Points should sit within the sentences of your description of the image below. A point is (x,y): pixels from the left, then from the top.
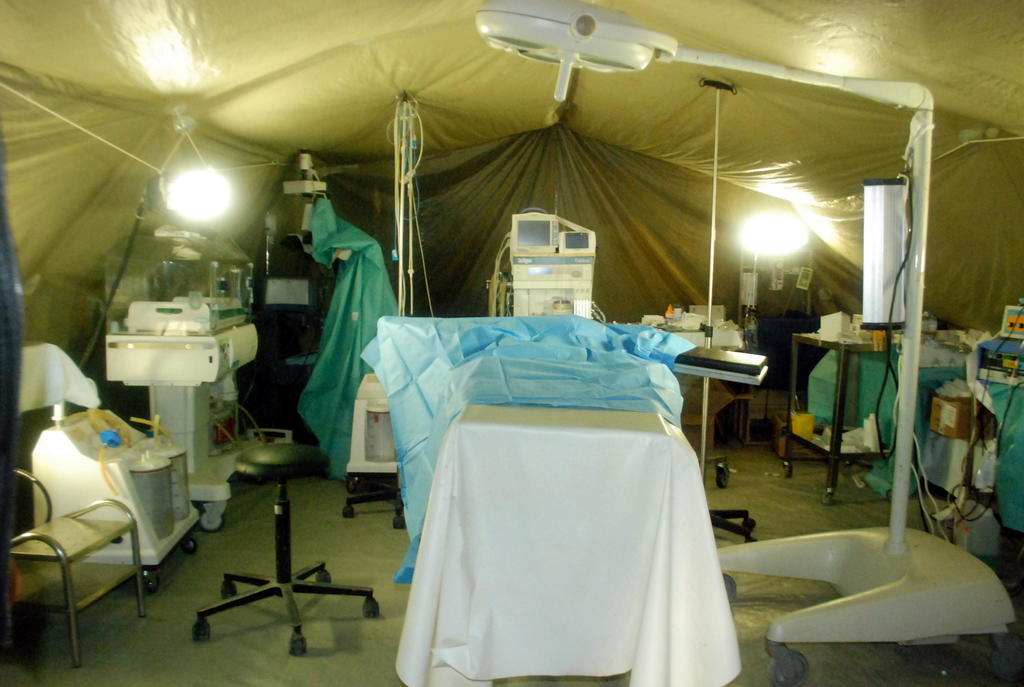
In the foreground of this picture (647,329), there are many medical equipment (133,483) under a tent (311,51) and we can also see chairs (292,604), tables (835,451) and few objects (847,441) on it.
